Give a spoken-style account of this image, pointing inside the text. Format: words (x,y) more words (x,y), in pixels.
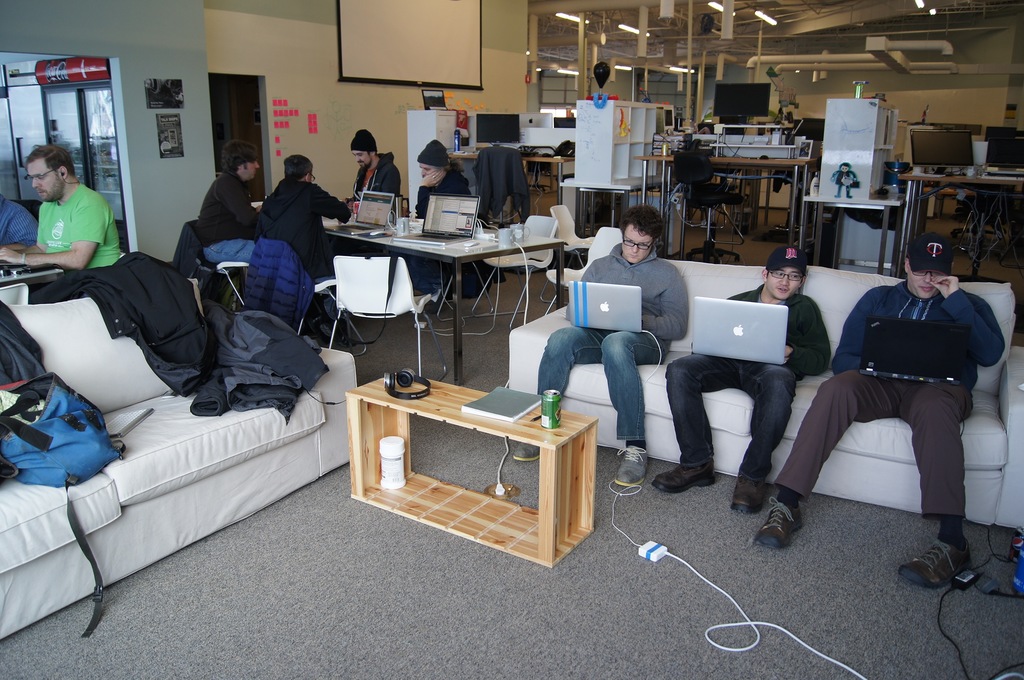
In the image we can see there are lot of people (840,384) who are sitting on sofa (541,352), chair (506,190) and there are laptop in front of them on the table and there are laptops (624,326) on their lap (638,333).
